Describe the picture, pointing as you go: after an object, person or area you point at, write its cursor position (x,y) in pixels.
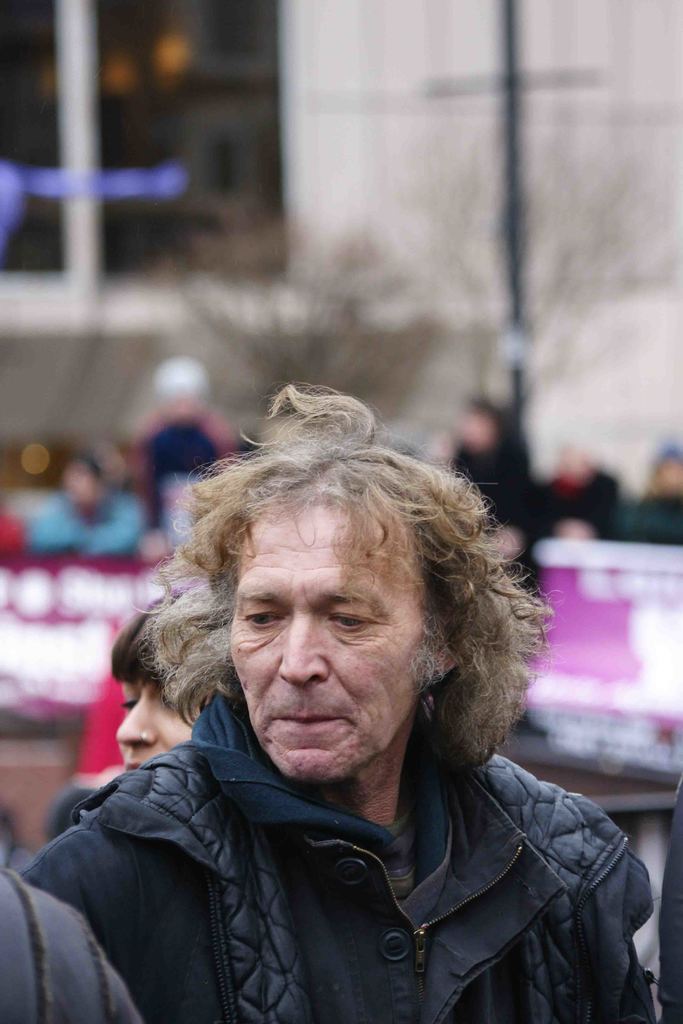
In this image I can see a person (292,871) wearing black coat (214,879). Back I can see few people (113,513), building (387,111) and windows (242,166).
